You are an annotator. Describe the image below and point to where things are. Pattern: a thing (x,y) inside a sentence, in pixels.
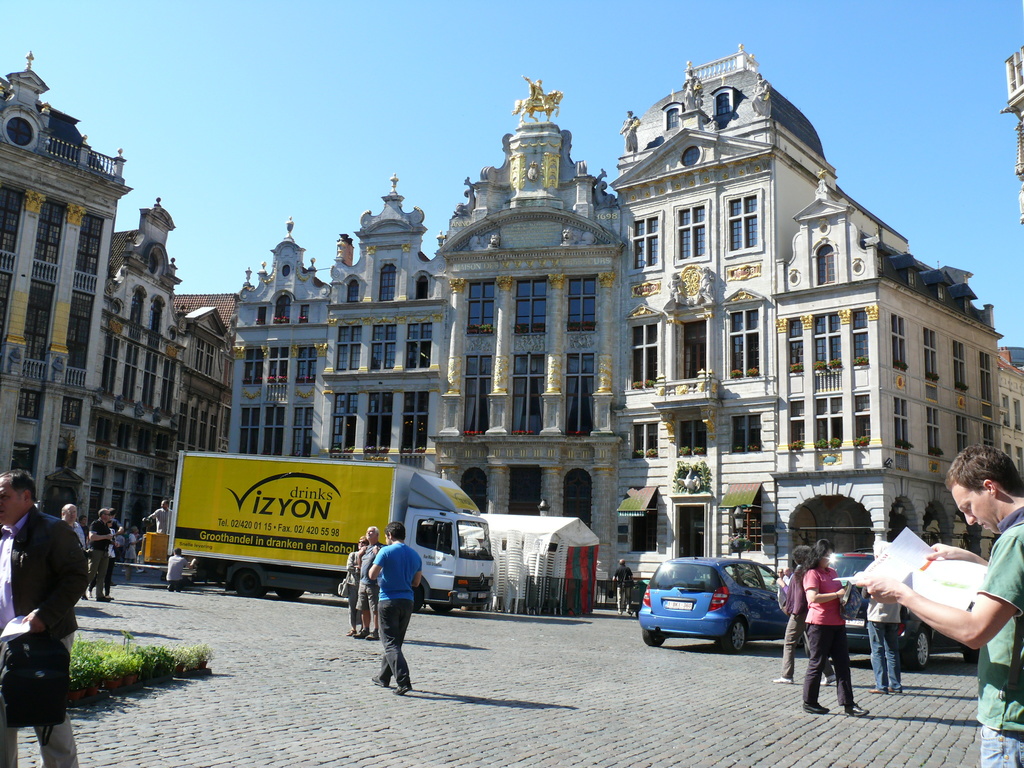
In this picture we can see a group of people (61,534) walking on the path (635,617) and a man (1005,629) is holding a paper (935,584). In front of the people (842,657) there are some vehicles (334,554) on the path (89,764) and chairs (506,558). Behind the vehicles (313,552) there are buildings (783,527) and a sky (228,71).
